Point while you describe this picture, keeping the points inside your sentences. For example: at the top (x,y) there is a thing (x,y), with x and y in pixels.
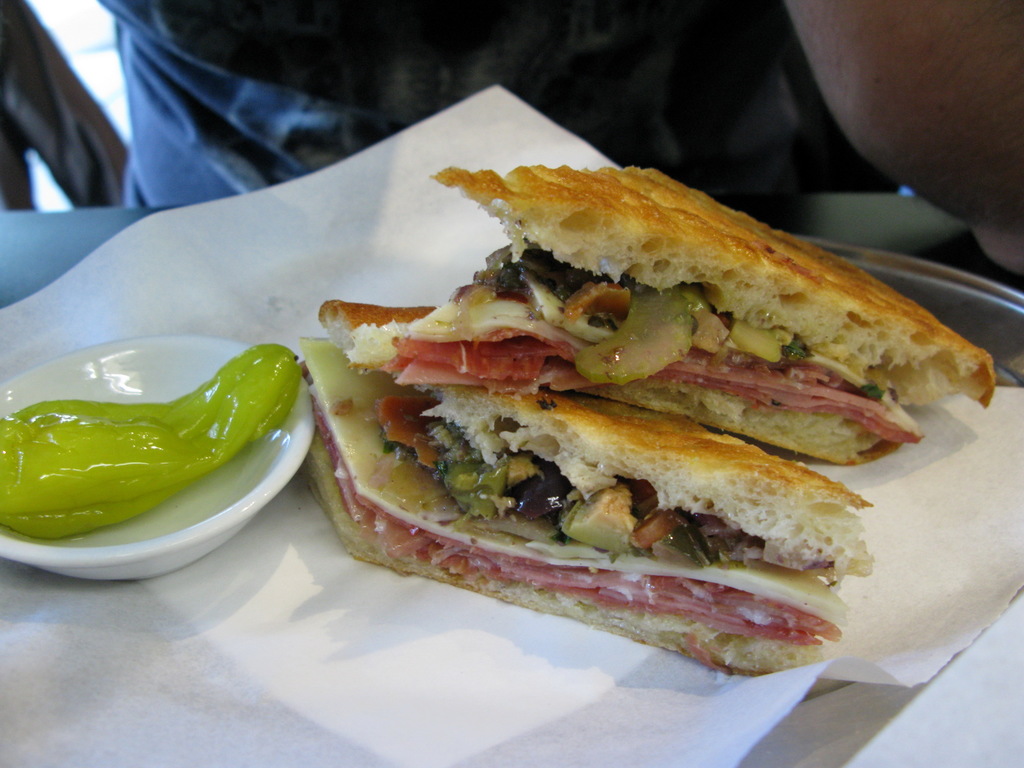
Here we can see a food item (595,504) and another food item (106,415) in a bowl (59,396) on the tissue paper (135,690) on a tray (810,746). In the background (275,106) we can see a person (209,40) and some other objects (51,127).
